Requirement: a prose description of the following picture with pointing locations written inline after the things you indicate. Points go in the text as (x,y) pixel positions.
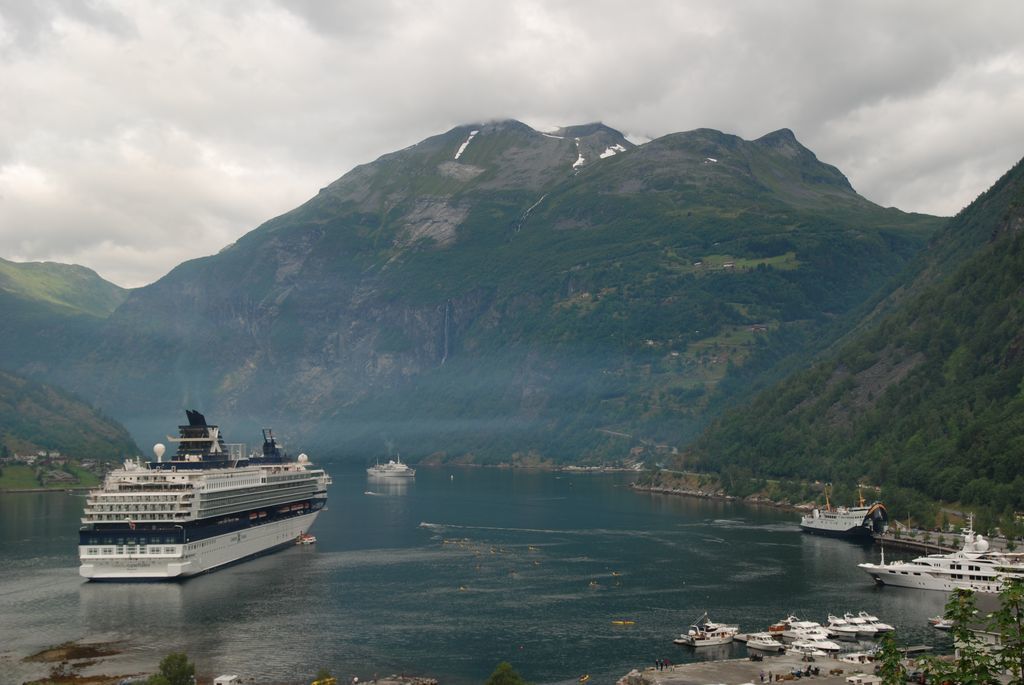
In this image at the bottom (624,558) there is a river (668,557), in the river (570,625) there are some boats (989,586) and in the background (620,446) there are some mountains (888,301) and trees (996,290) and grass (29,473). At the top (658,130) there is sky (77,128), and in the bottom right hand corner (803,651) there are some boats (811,651), plants (970,632) and some objects (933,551).
